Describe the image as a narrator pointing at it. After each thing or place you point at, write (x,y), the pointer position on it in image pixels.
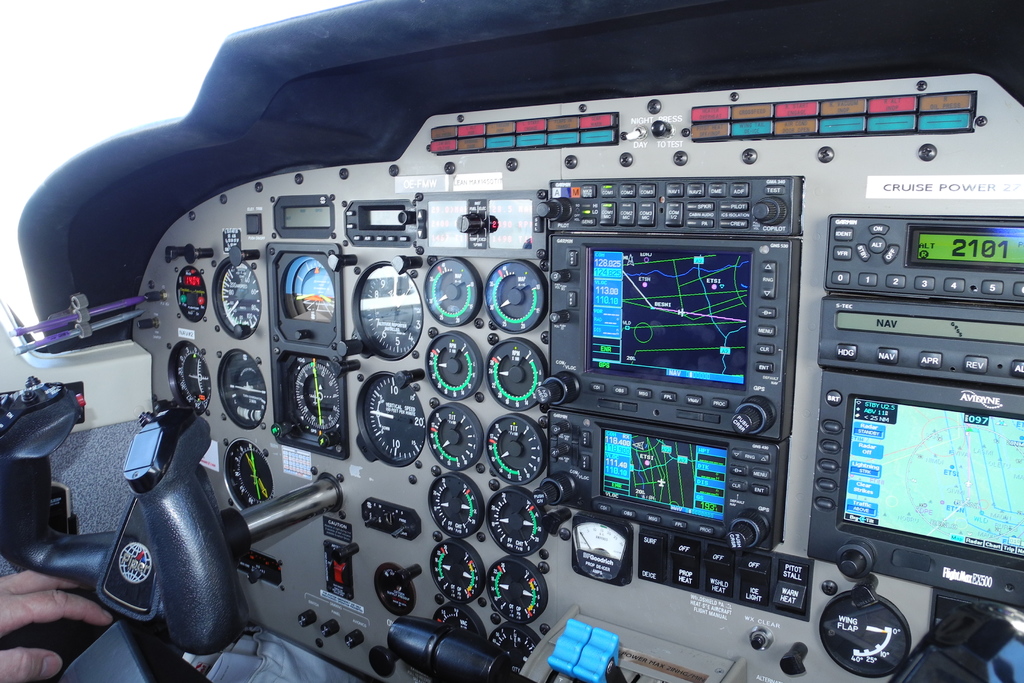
In this picture we can observe piper Seneca cockpit (377,413) of an aircraft (207,440). We can observe some meters (377,424) and three screens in this picture. On the left side (47,602) we can observe a human hand (51,620). There is a blue color lever (580,652) in this picture.
